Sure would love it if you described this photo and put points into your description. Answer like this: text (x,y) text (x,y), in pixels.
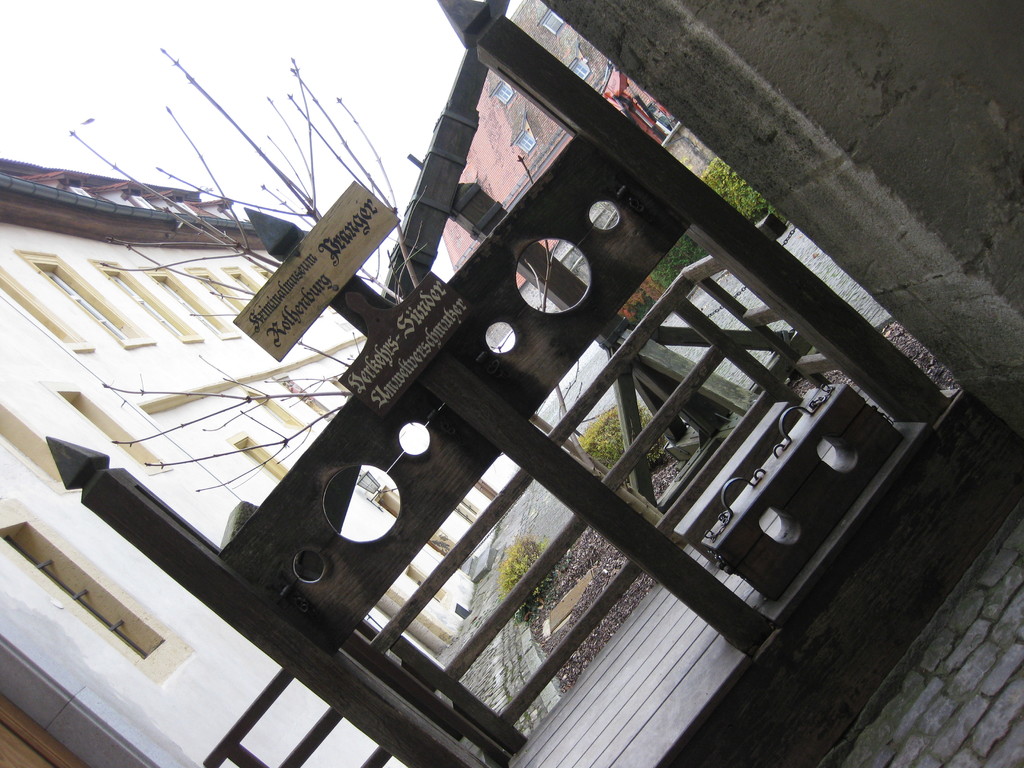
In the center of the image (428,352) we can see boards (324,271) with some text (342,248), wood poles (478,406), barricade (318,730) and a tree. On the right side of the image (956,145) we can see a pillar (951,159). In the background (189,703), we can see a vehicle (640,120), group of buildings (170,487) with windows (141,286), some plants (653,287) and the sky (367,53).
